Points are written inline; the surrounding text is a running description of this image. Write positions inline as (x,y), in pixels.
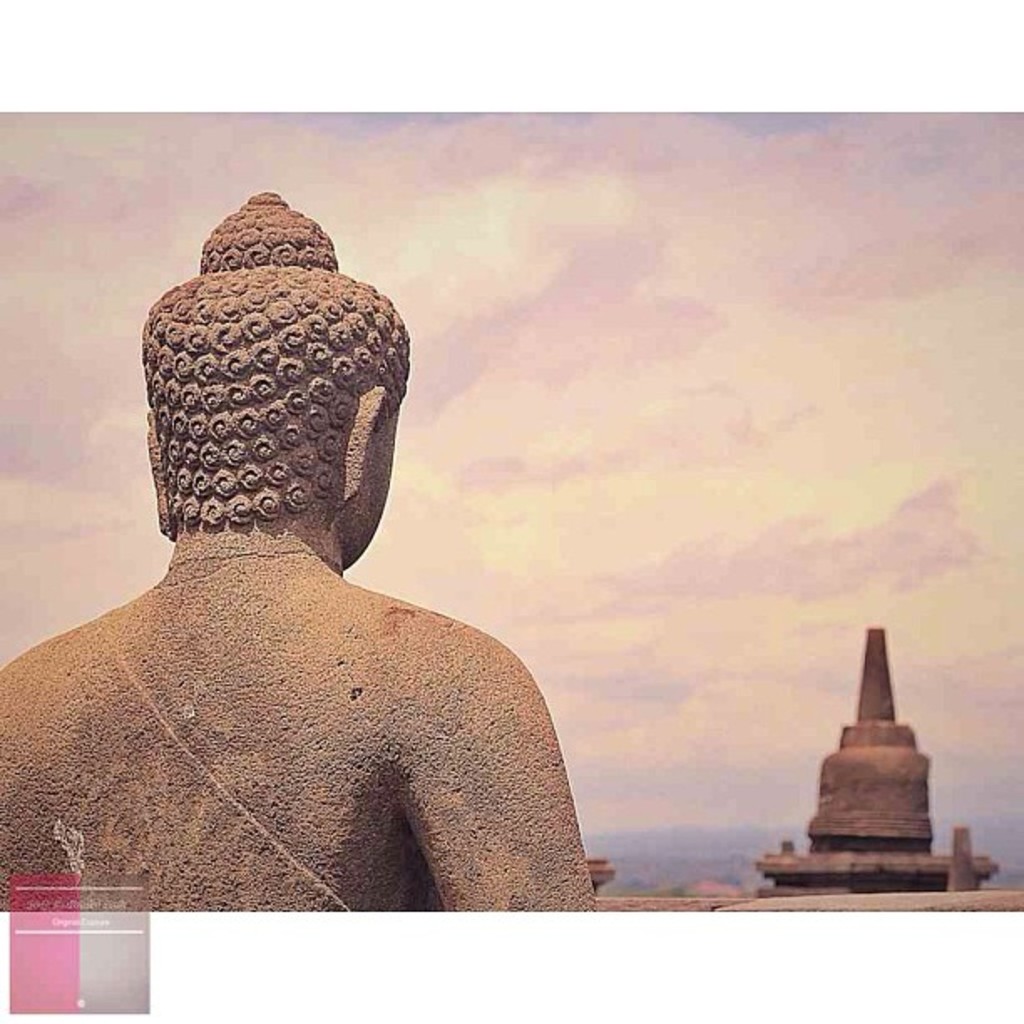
In this image, we can see a statue (303,836). Background (991,597) there is a sky (556,691). Right side of the image (801,863), we can see an object (832,833). Left side (27,990) bottom corner, there is a logo (99,965).
